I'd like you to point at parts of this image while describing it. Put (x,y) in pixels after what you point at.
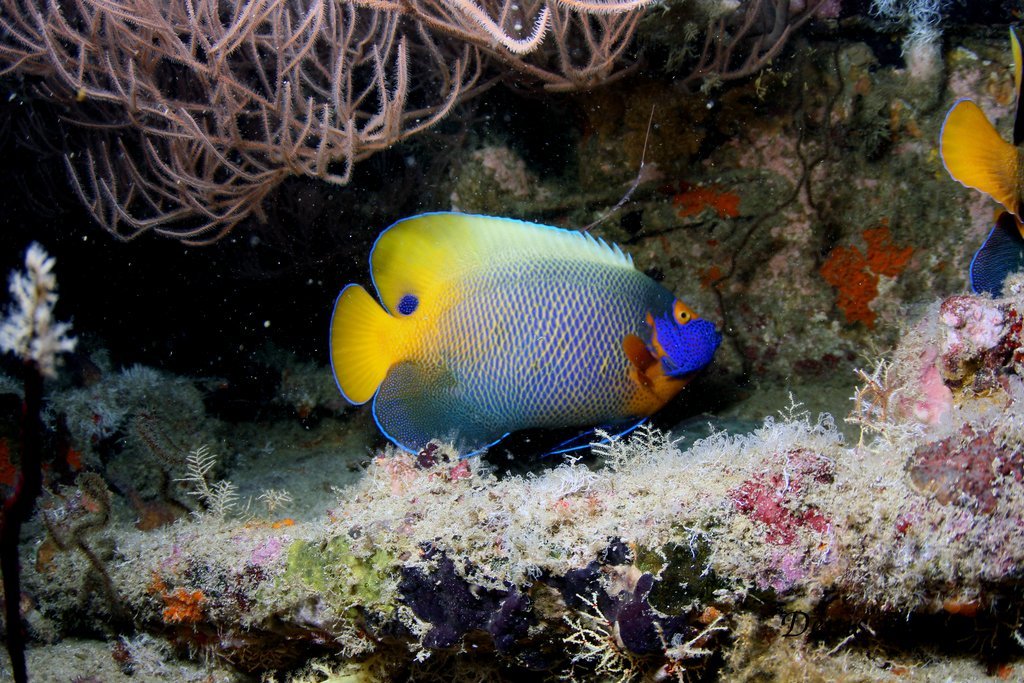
In this image there are fishes (678,376), water plants (800,430) in the water (118,350).
